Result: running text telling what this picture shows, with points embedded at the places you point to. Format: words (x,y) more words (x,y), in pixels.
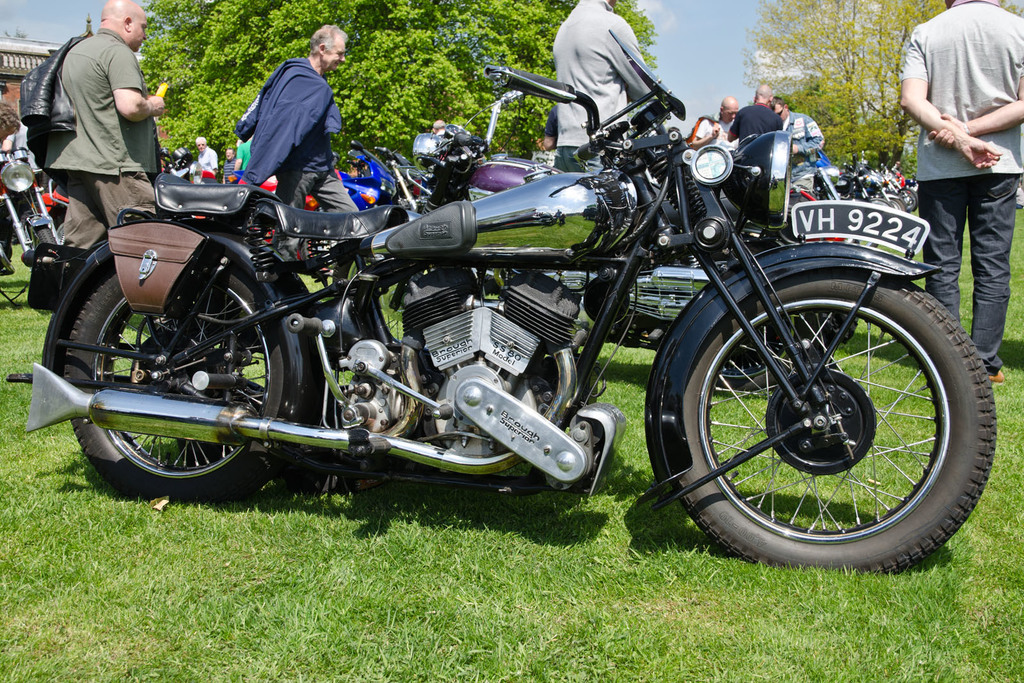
In this picture we can observe bike (536,290) on the ground (252,510). There is some grass (480,576) on the ground (706,601). We can observe some people (580,43) walking and standing on this ground (21,296). In the background (287,51) there are trees (777,72) and sky (691,69).
